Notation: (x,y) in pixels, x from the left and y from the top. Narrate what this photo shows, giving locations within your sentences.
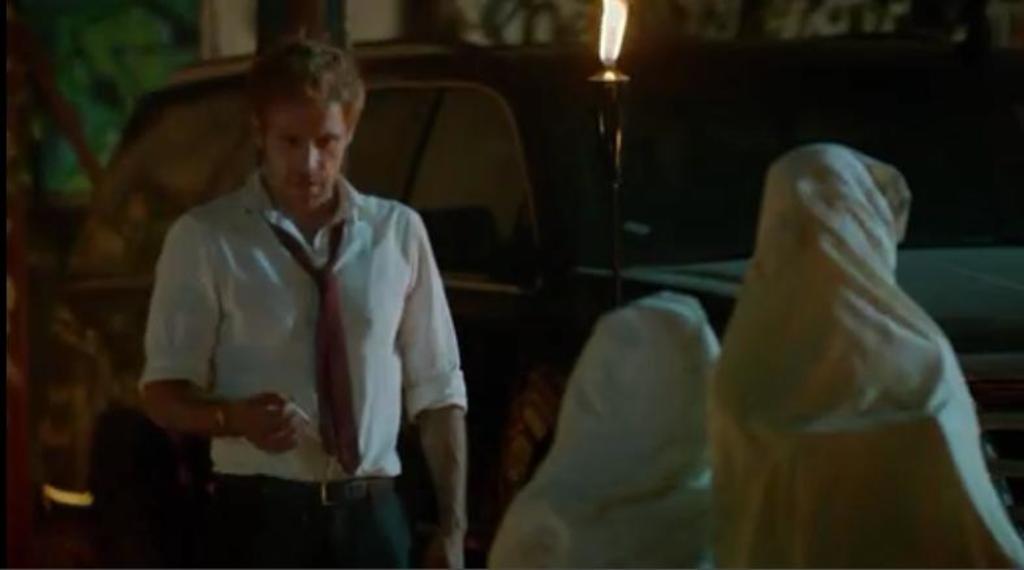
In the picture we can see a man (451,487) standing and holding a cigarette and he is in white shirt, red tie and in front of him we can see two persons (599,483) standing with white clothes (579,437) on them and behind the man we can see a car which is black in color.
